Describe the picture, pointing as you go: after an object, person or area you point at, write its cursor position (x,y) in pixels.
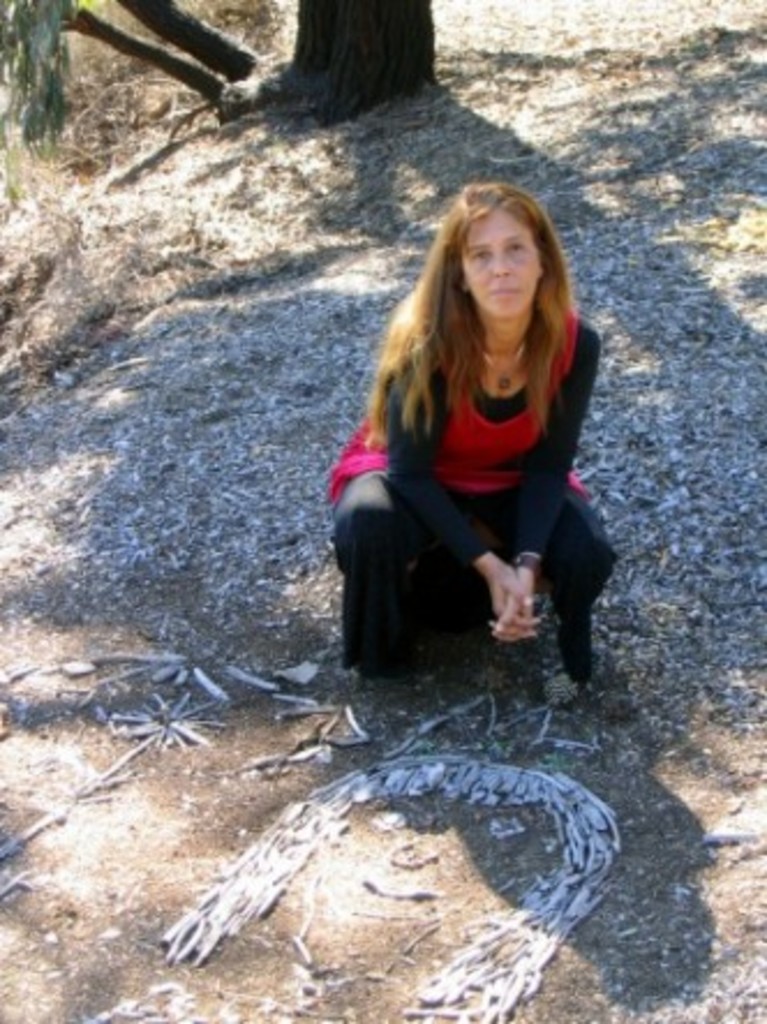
In the image there is a woman (483,478) with brown hair (453,319) sitting on mud land (618,302), she wore pink and black dress (535,500), in the back (372,70) it seems to be a tree (303,73).
